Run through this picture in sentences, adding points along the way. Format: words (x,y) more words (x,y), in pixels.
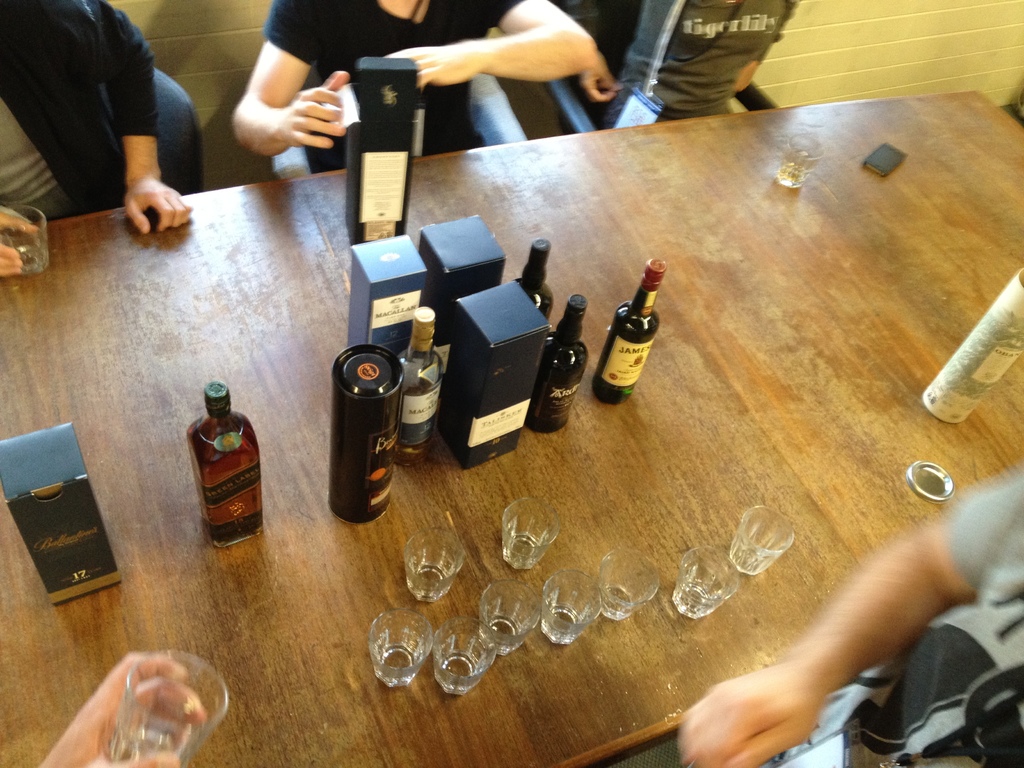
This is a table (693,350). On the table (823,575) there are bottles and glasses (516,501). Here we can see some persons (848,621). He is holding a glass (199,740) with his hand (110,691). And this is wall (861,48).
